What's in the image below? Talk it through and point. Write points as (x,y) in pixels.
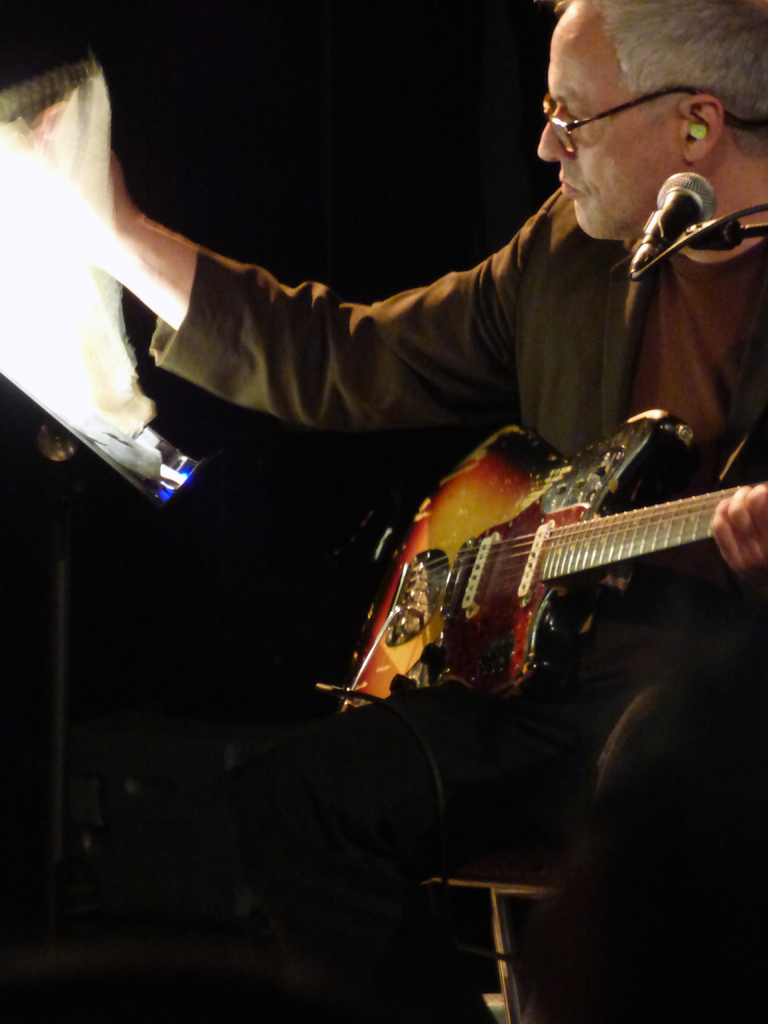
In the image we can see there is man (499,361) who is holding a guitar (406,561) and he is sitting on a chair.
